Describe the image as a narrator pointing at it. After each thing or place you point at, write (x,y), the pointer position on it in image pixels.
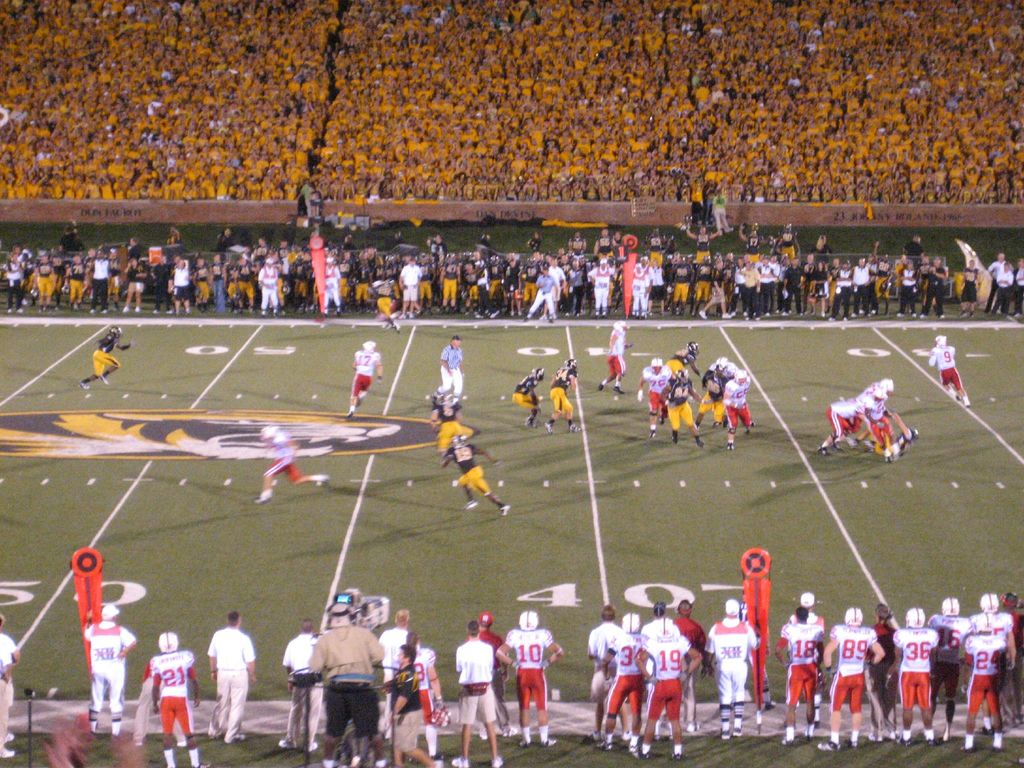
In the image I can see a stadium (439,545) in which there are some people (793,702) in the ground (838,513) and also I can see some other people (611,87) sitting.
